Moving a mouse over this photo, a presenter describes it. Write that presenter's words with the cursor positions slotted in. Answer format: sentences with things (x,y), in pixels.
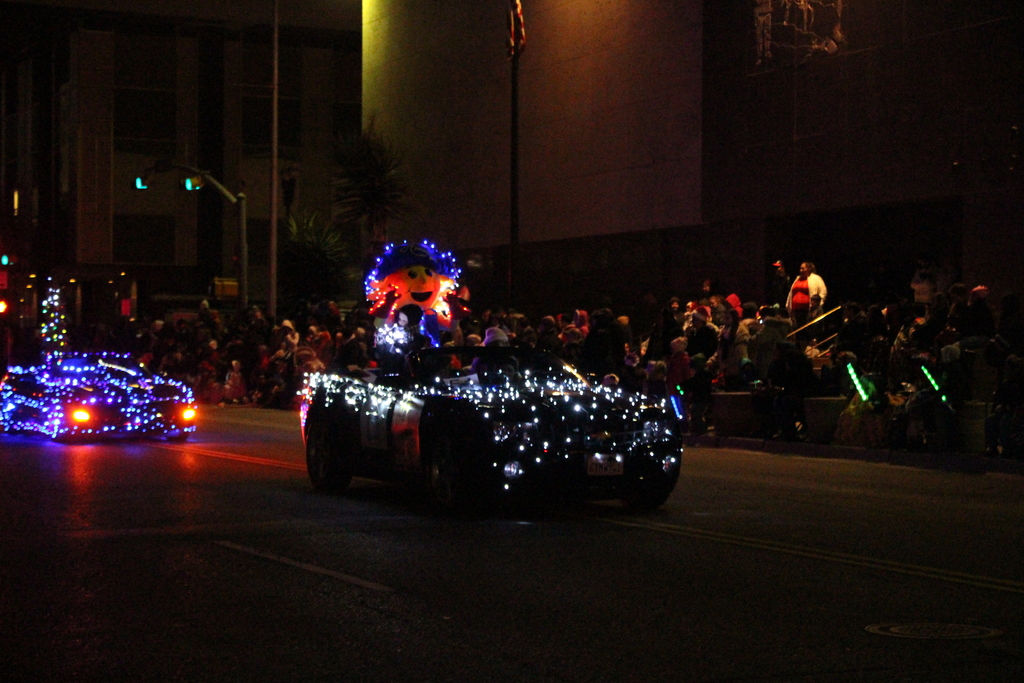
In this image I can see vehicles (68,407) are on the road (578,537). To that vehicles (81,369) there are decorative lights (359,386). In the background (613,345) there are light poles (242,264), buildings (254,41), people (294,344), plant (303,259), tree (353,186) and an object (407,293).
